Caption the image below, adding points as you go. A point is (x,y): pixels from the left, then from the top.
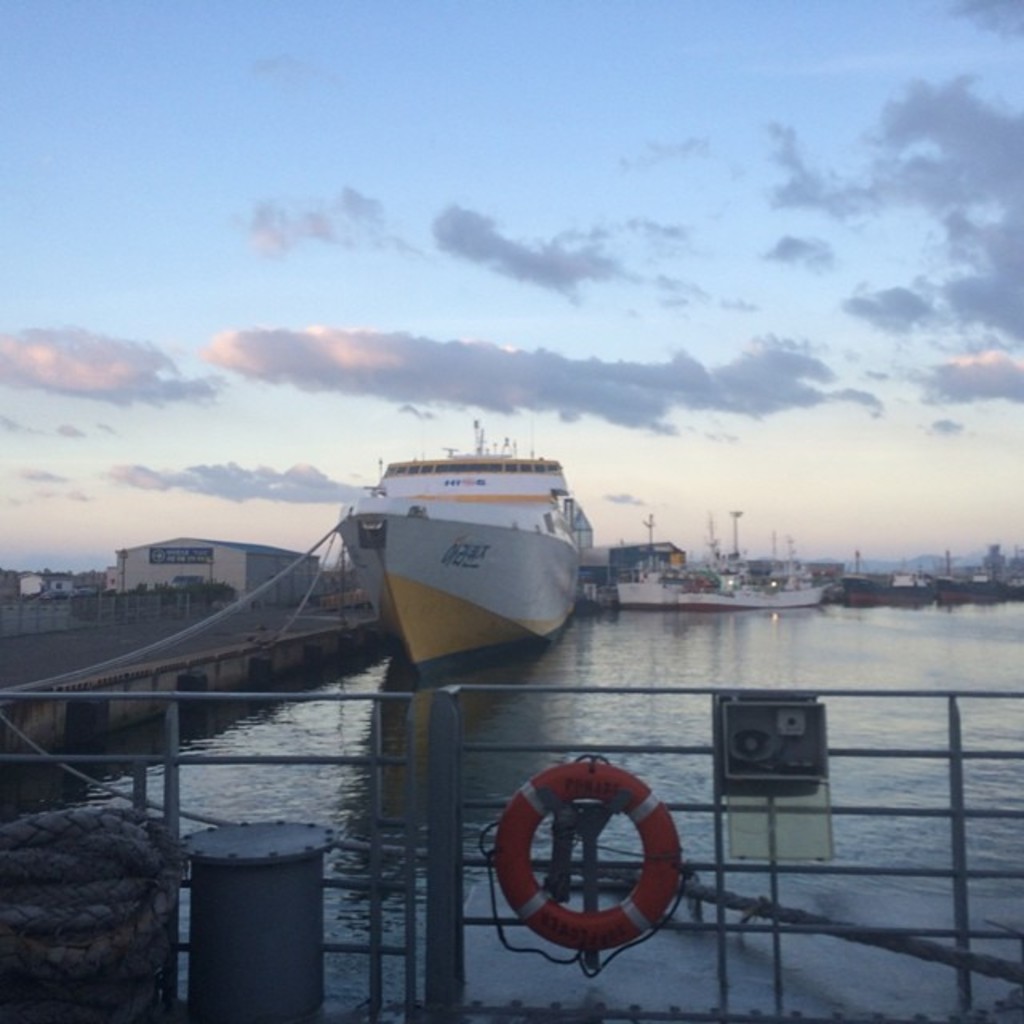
There is a railing (725,754), it seems like swimming tube (655,863), rope (119,968) and an object (268,892) in the foreground area of the image (600,808), there are ships (537,552) on the water (307,774), dock (122,670), warehouses (271,570) and the sky (598,378) in the background (704,386).
